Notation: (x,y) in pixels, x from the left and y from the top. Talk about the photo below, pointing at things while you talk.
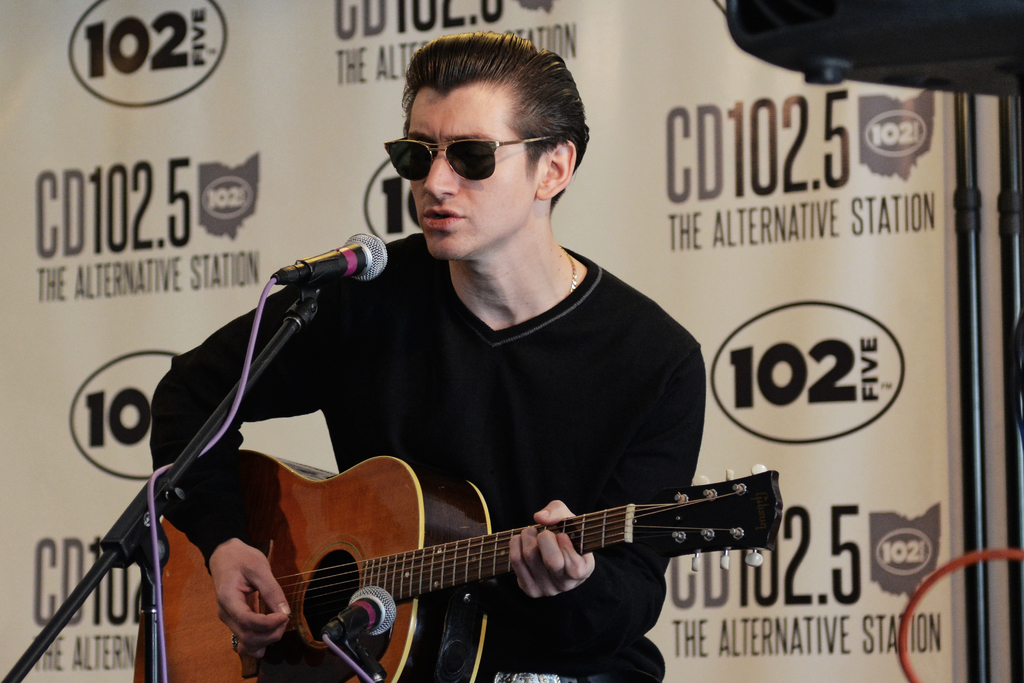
This picture shows a man (431,229) singing, holding a guitar (290,590) in his hand (257,559) and playing it. There are two microphones (372,609) in front of him. He's wearing a spectacles (477,169). In the background (636,163) there is a poster (238,149).
